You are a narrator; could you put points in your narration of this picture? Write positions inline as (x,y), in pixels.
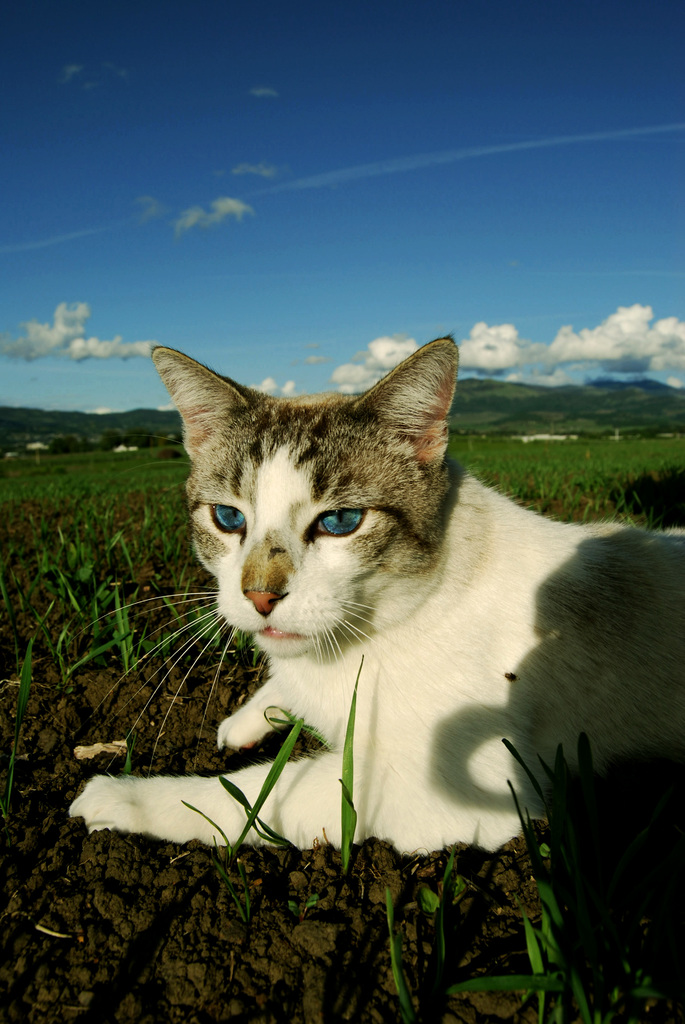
A cat (414,621) is sitting on the grass (557,515). There are mountains (677,414) at the back (666,416) and clouds (36,347) in the sky (5,301).
